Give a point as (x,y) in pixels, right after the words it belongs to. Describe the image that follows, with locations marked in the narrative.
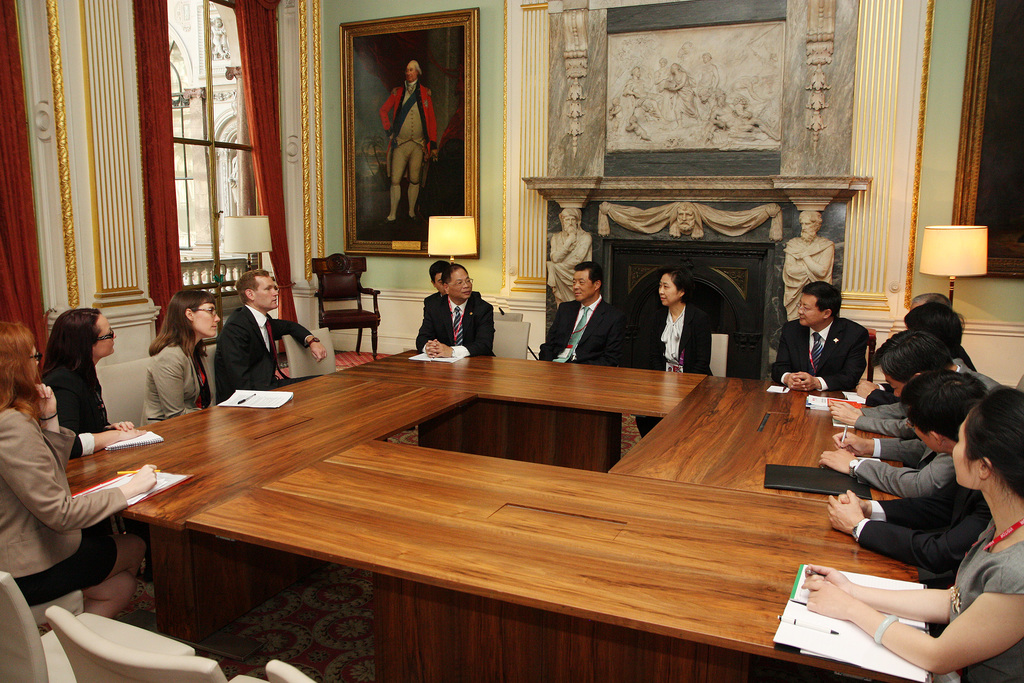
a meeting is going on. people (58,414) are sitting around and discussing. behind them there is a photo frame (426,157) and at the left (262,103) there are windows (190,117) and red curtains (259,119).
